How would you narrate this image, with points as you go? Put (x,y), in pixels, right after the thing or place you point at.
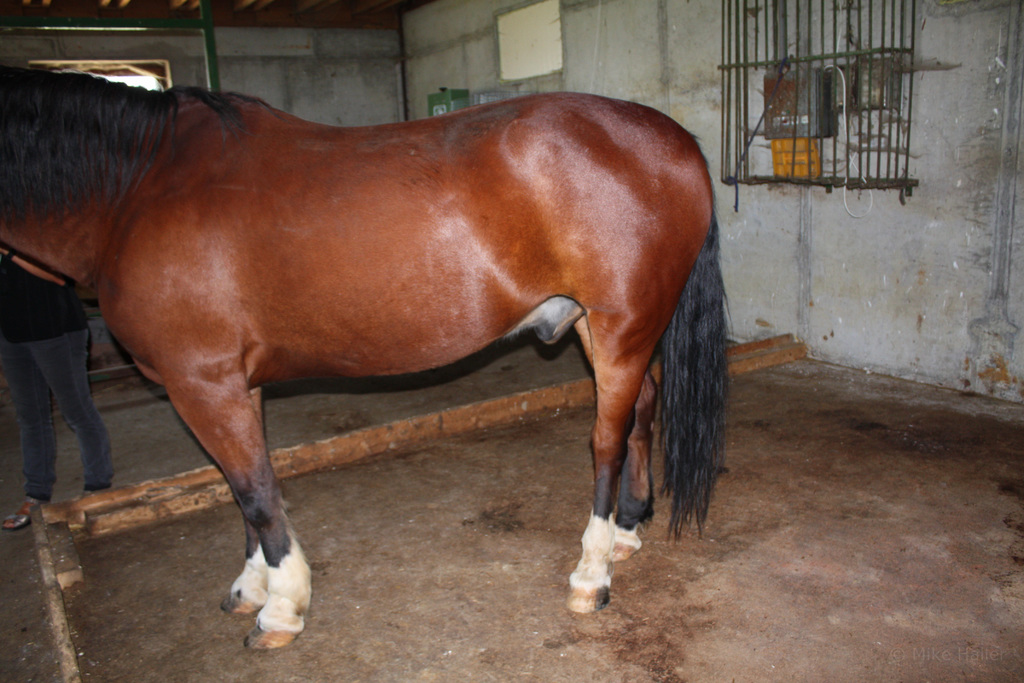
In this picture we can see a horse (465,329) standing on the ground (164,593). We can see a person (29,486) on the left side (36,480). There are a few objects (743,66) visible on the wall (671,103). We can see a pole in the background (216,82).
